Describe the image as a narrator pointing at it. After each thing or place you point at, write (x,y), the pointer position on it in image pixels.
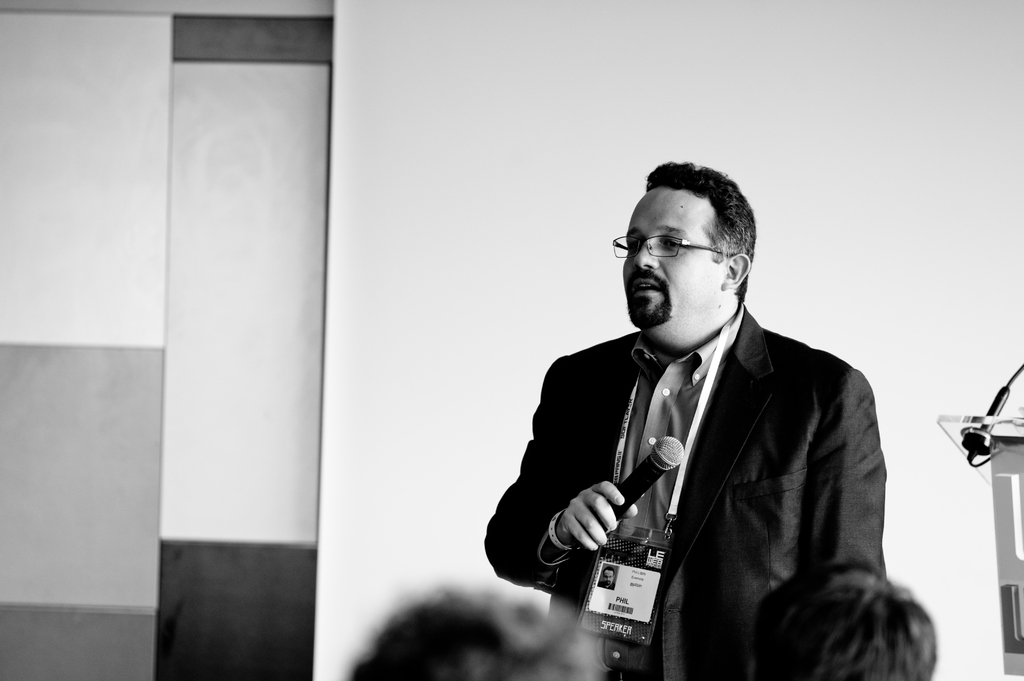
In this image i can see a person (675,476) standing wearing a blazer (753,520) and identity card (621,575) is holding a microphone (657,449). In the background (479,188) i can see the wall (458,180) and a podium (973,462).
